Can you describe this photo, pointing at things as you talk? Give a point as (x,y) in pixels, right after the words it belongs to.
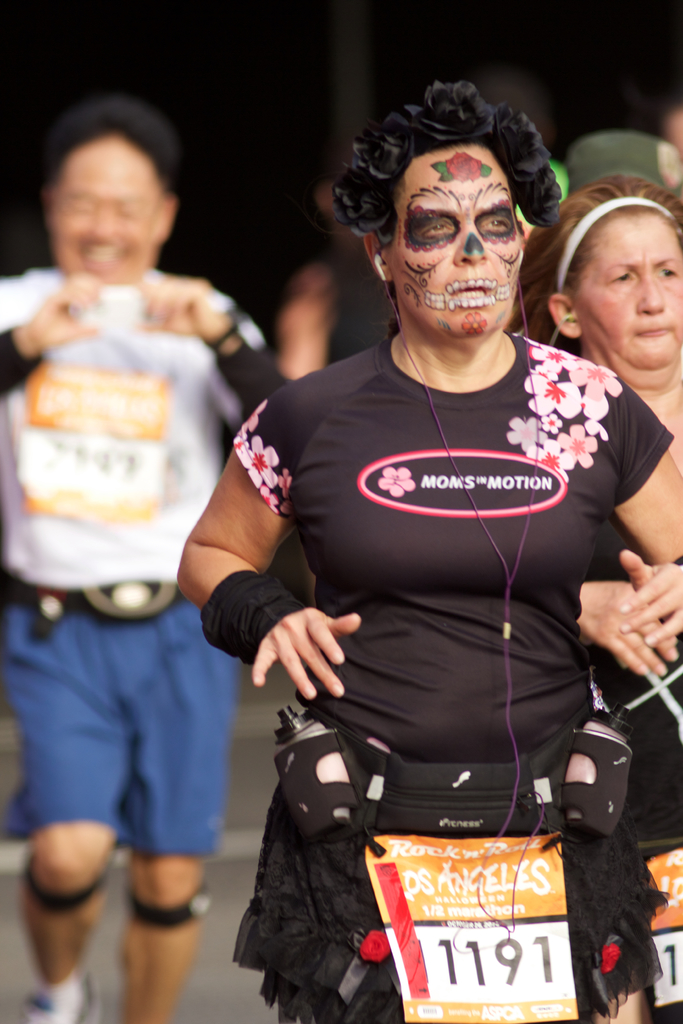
In this image there are people (216,770) running on the road (111,904). In the foreground (379,523) there is a woman (474,497). There is paint (438,240) on her face (430,251). In the background (107,432) there is a man (67,425). He is holding a camera (113,310) in his hand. Behind them it is dark.
